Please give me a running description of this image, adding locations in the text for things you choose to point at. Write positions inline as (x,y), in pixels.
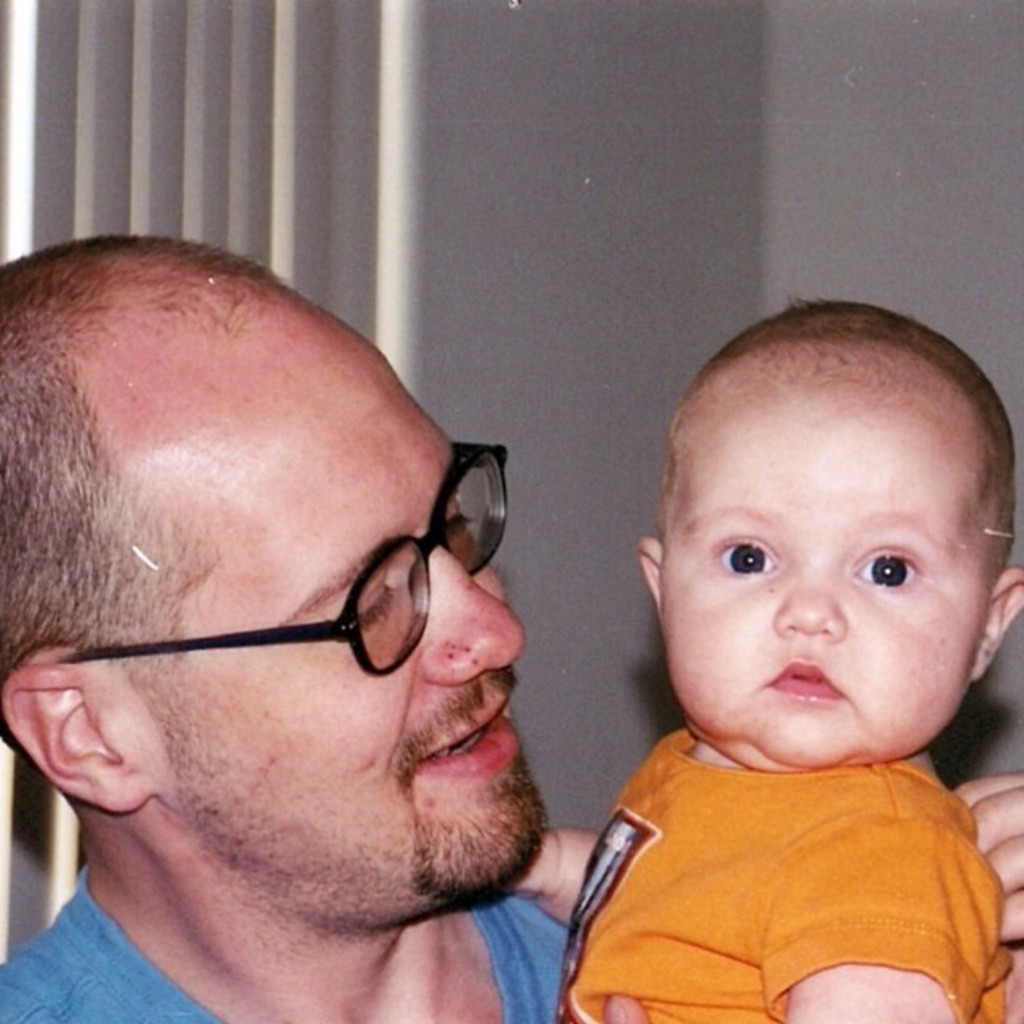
In this image in front (227,997) there are two persons (722,646). Behind them there is a wall (663,133).
